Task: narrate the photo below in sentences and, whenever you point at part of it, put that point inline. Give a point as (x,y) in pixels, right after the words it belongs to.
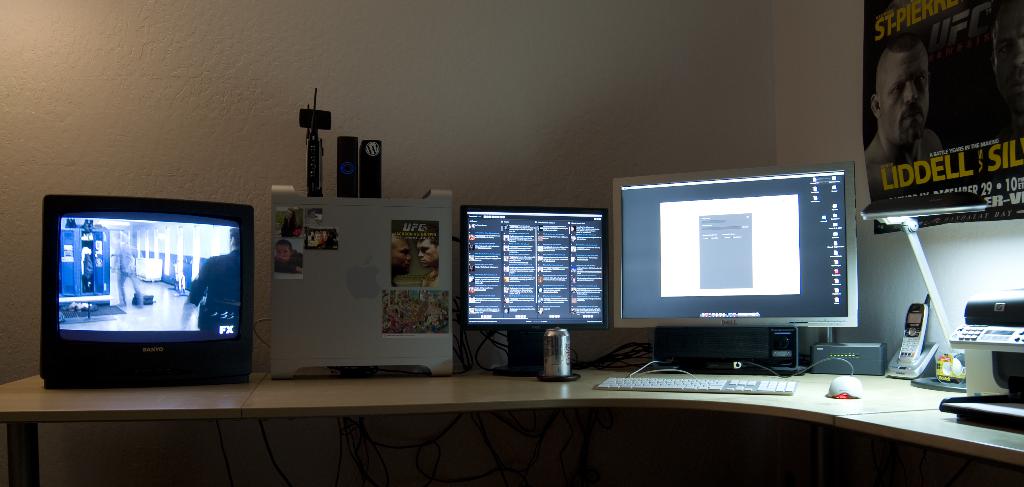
In this image I can see the screen (720,300), tin (566,370), keyboard (698,384), mouse (843,381), mobile (900,345) and some electronic gadgets (881,357) can be seen. These are on the table (554,383). In the background (892,109) I can see the poster (902,88) to the wall (610,43).
